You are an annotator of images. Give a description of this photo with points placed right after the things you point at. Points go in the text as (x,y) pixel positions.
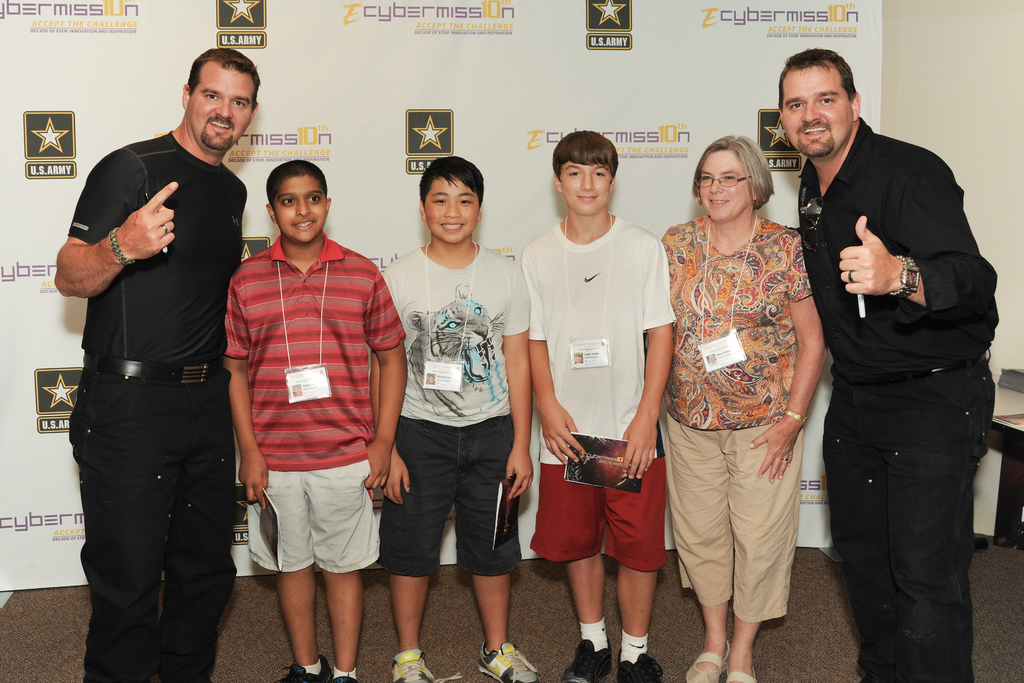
In the image we can see two men (877,331), a woman (800,347) and three children (438,392) standing, they are wearing clothes (189,259) and they are smiling. The two men (221,247) are wearing wrist watches (910,279) and finger rings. The woman (720,280) is wearing spectacles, bracelet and identity card (742,355). The children (315,636) are wearing shoes (419,658) and identity cards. Behind them there is a poster (413,116) and text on it.
